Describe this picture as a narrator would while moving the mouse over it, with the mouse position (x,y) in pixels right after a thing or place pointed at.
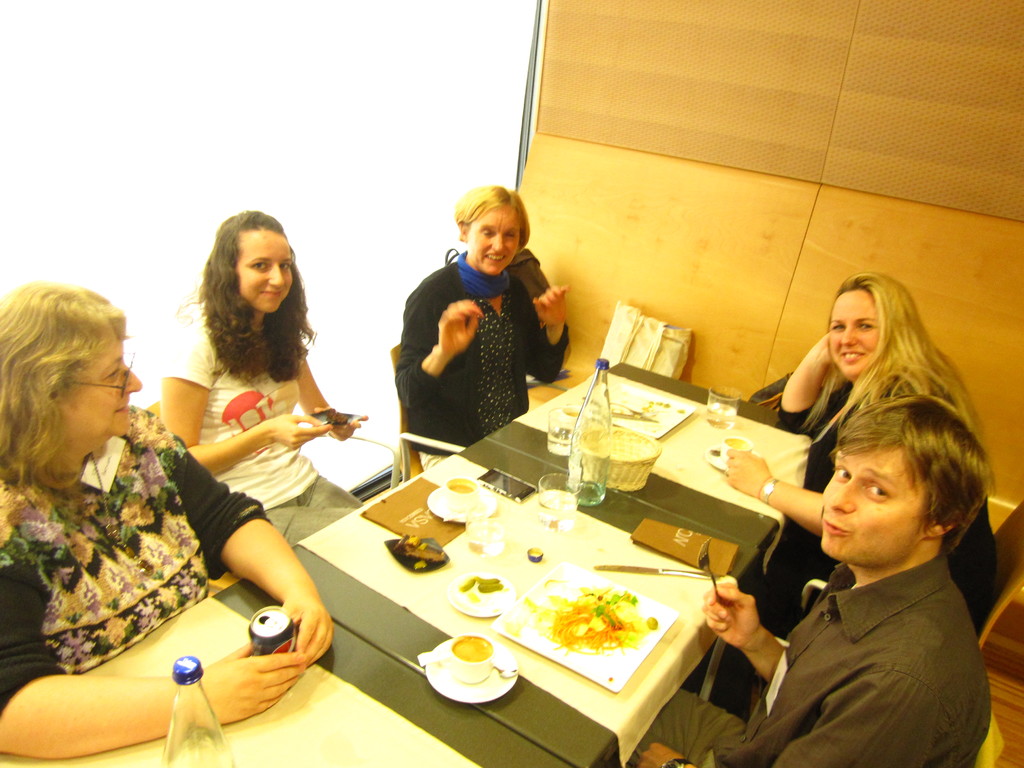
There are group of persons (457,433) sitting on a chair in this image. On the table (498,634) there is a food (606,627) on a plate (661,635), bottle (580,454).
